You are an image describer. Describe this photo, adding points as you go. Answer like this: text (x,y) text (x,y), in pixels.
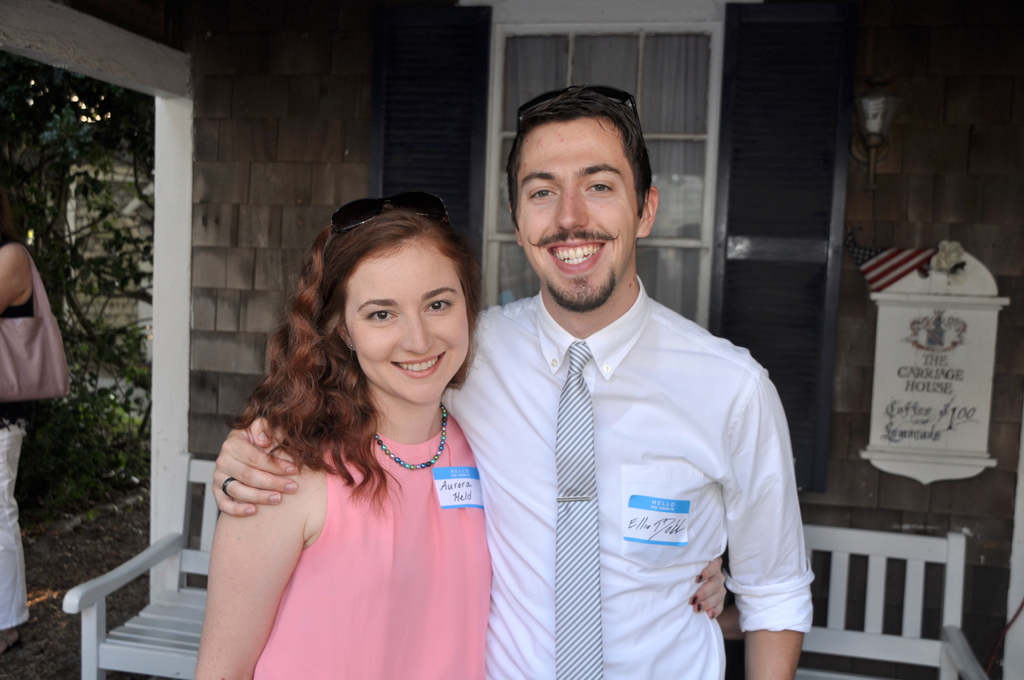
In the middle of the image (391,286) there is a lady (357,608) with pink dress (388,544) is standing and there is a chain (415,465) around her neck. And also there are goggles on her head (427,384). Beside her there is a man (522,395) with white shirt (498,423) and tie (572,530) is standing and there are goggles (608,96) on his head (553,132). Behind them there is a white bench (188,588). Behind the bench (149,609) there's a wall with window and lamp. And to the left corner of the image (11,562) there is a lady (22,285) with bag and behind her there are trees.
